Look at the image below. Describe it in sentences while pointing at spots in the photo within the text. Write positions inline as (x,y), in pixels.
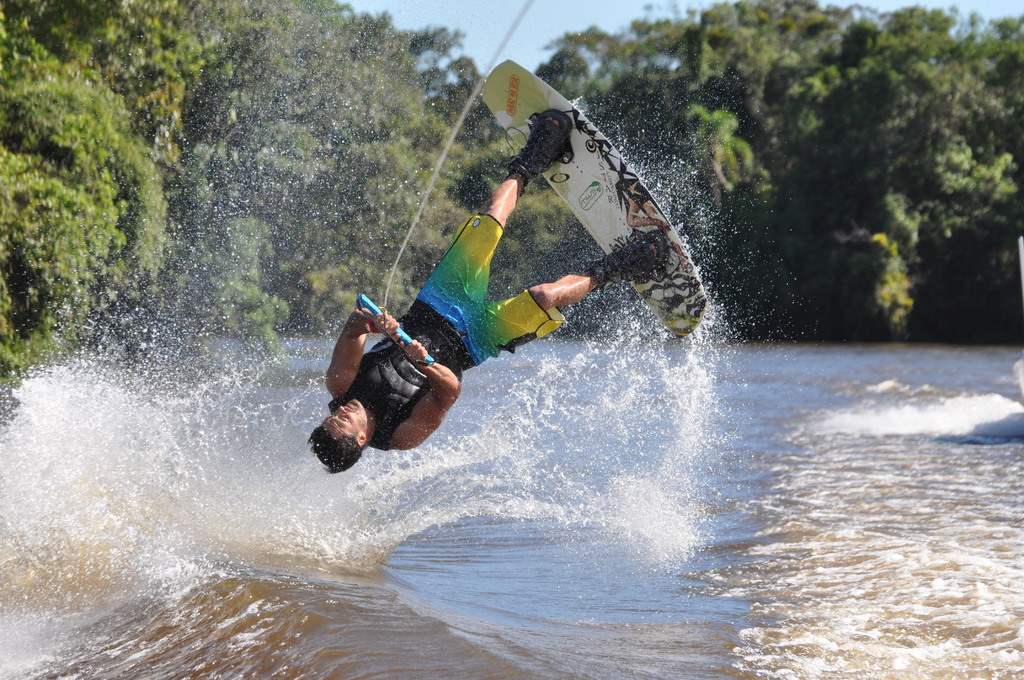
Here a man (446,379) is diving, at here this is the water (560,565). These are the trees (80,188) in this image.
